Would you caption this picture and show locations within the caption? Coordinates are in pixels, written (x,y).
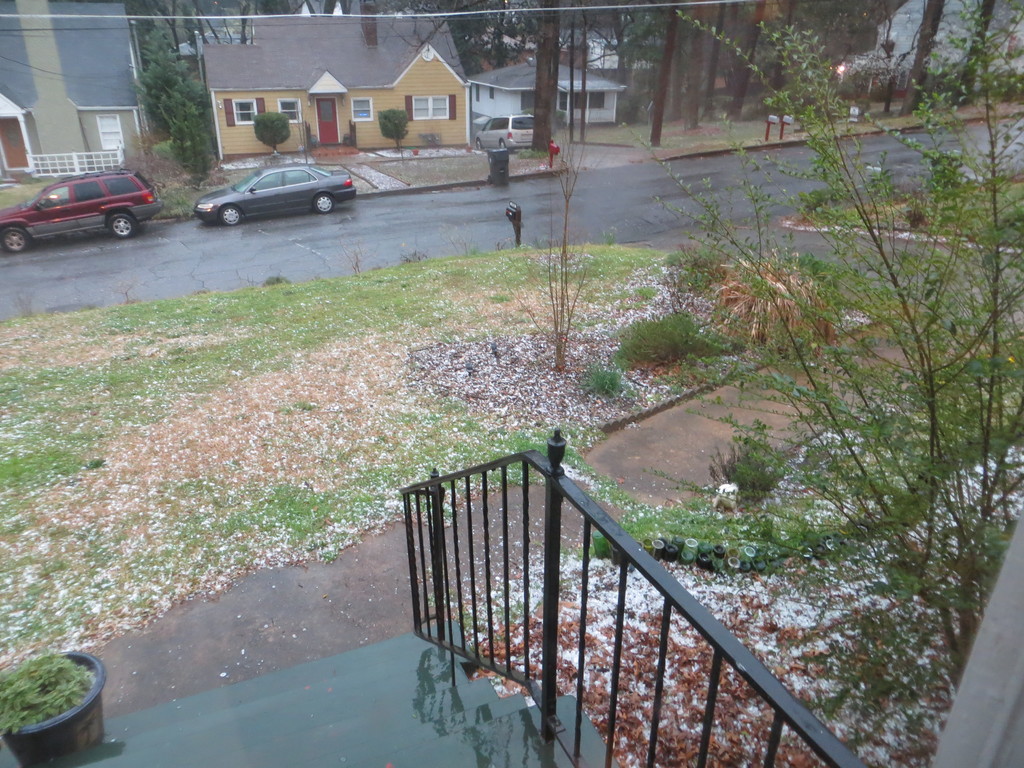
At the bottom (715,651) I can see a staircase (222,695), fence (662,668), grass (325,504) and plants (770,453). In the background (340,182) I can see cars (312,200) on the road (271,221), buildings (340,78), trees (629,103) and wires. This image is taken during a rainy day.
